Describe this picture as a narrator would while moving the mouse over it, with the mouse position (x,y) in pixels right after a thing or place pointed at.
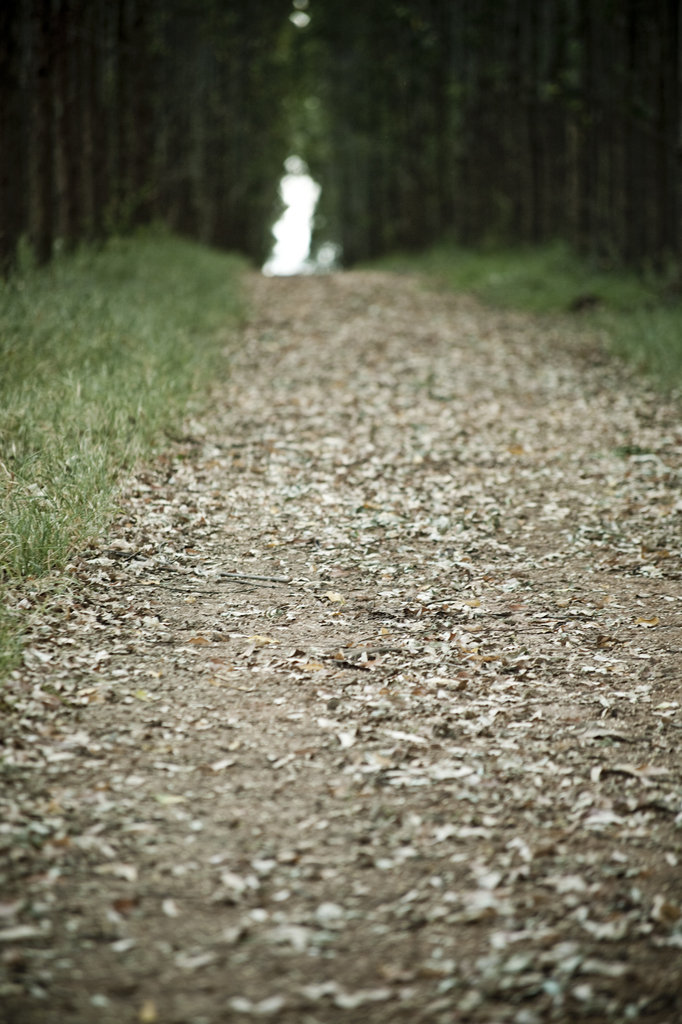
There are the dried leaves (196,465), which are lying on the pathway (434,657). I can see the grass (227,275). In the background (140,199), these are the trees (285,129).
